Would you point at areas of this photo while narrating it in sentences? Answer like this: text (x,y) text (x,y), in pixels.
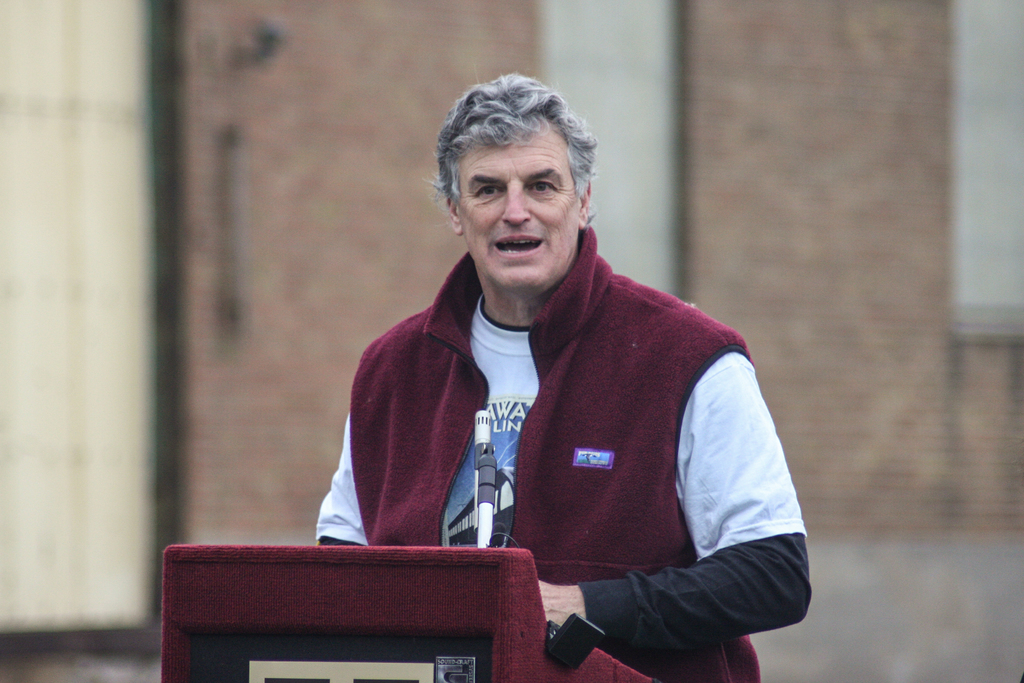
In this image I can see the person (757,514) standing in front of the podium (476,562) and the person (561,488) is wearing maroon and white color dress (632,457) and I can also see the microphone (486,507) and the background (780,35) is in brown and cream color.
